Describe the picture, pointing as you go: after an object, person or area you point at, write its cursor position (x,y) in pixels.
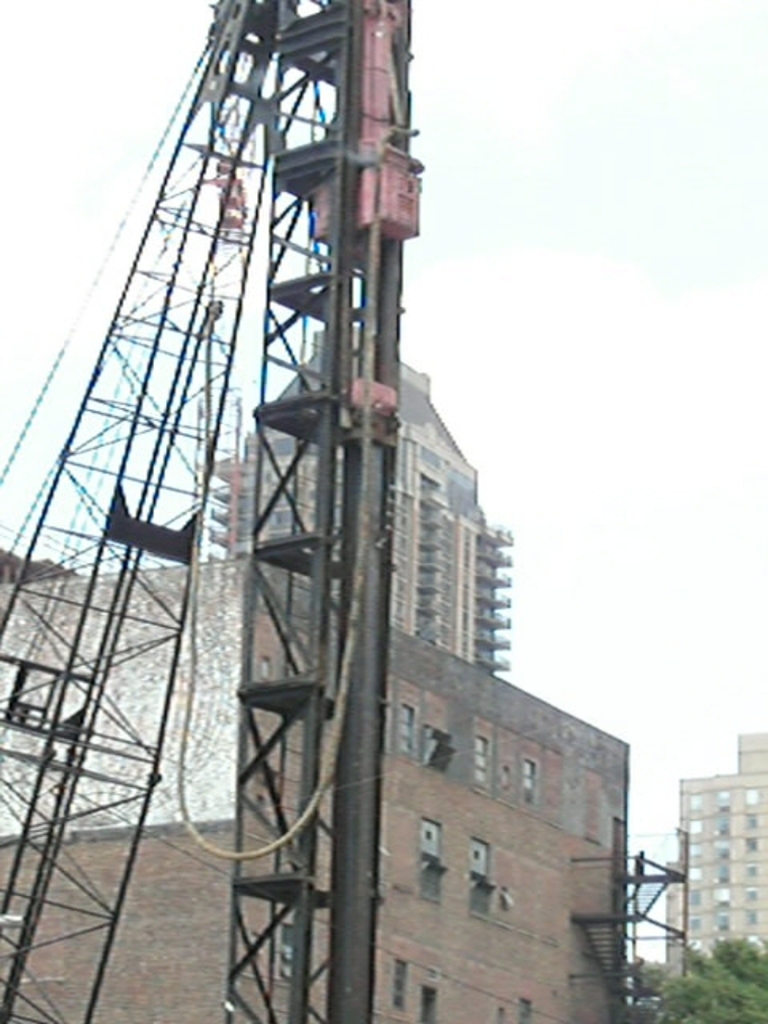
In this image I can see the tower (242,692). In the background (437,754) I can see few buildings (674,888), trees (755,985) in green color and the sky (549,325) is in white color.
